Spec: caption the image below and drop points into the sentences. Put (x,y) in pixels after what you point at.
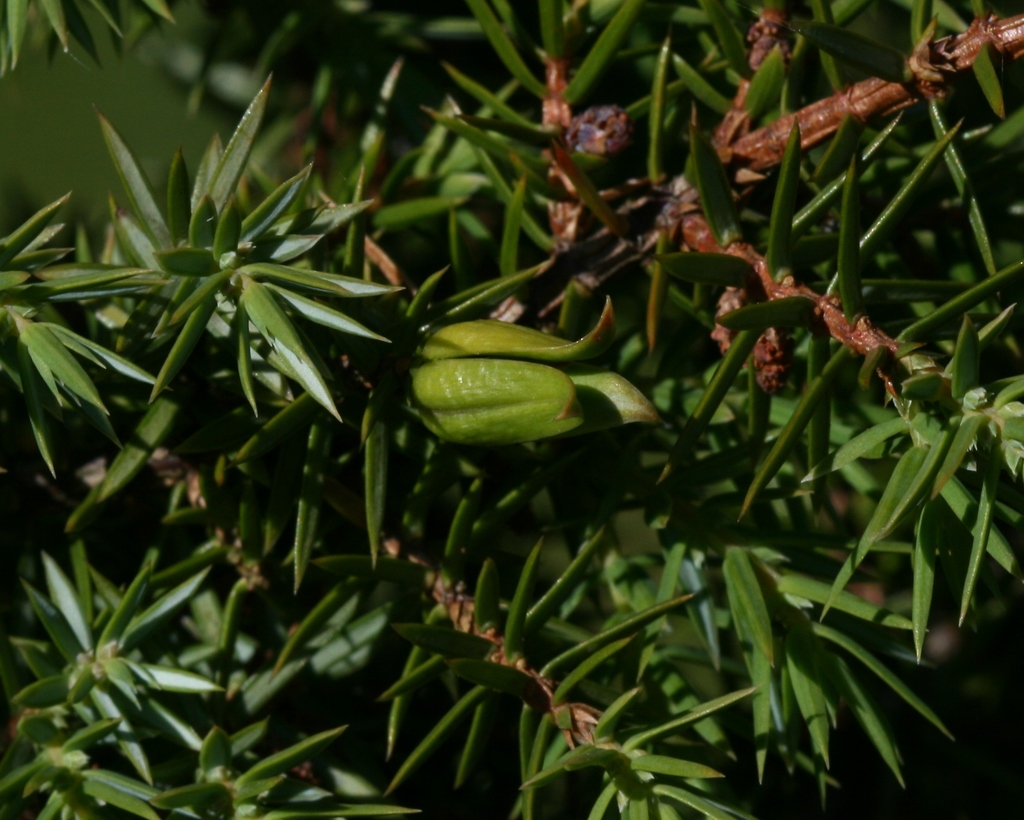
In this picture we can see a green plant (809,358) with green leaves (476,185) and brown stems (394,547).
